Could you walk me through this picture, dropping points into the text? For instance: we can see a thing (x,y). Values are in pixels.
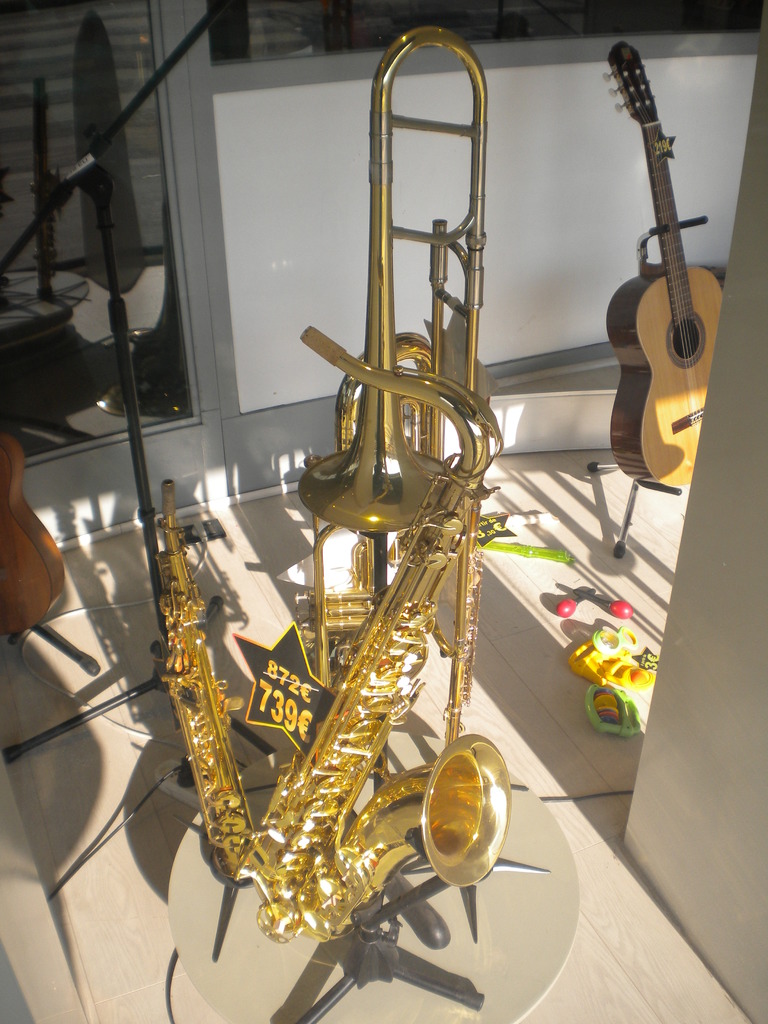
In this image there are saxophones (342,854), trombones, guitars (6,527) placed in a stand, and at the background (649,676) there is a building (311,135) and some toys (602,676).
